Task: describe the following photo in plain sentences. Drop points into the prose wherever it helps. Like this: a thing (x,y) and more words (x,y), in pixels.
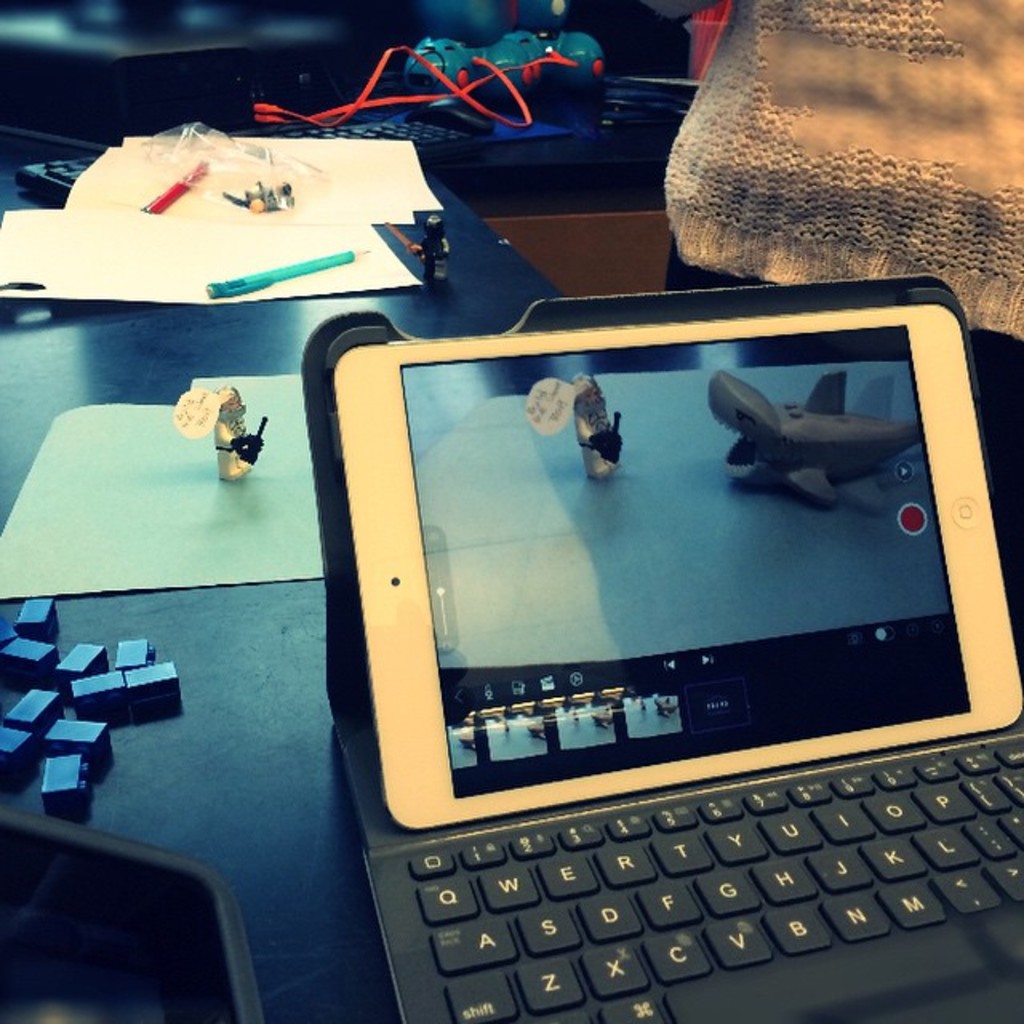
In this image we can see a laptop (641,693), toys (89,660), papers (272,393), pen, keyboard (450,135), and some other objects (86,702) on the table (204,611).
